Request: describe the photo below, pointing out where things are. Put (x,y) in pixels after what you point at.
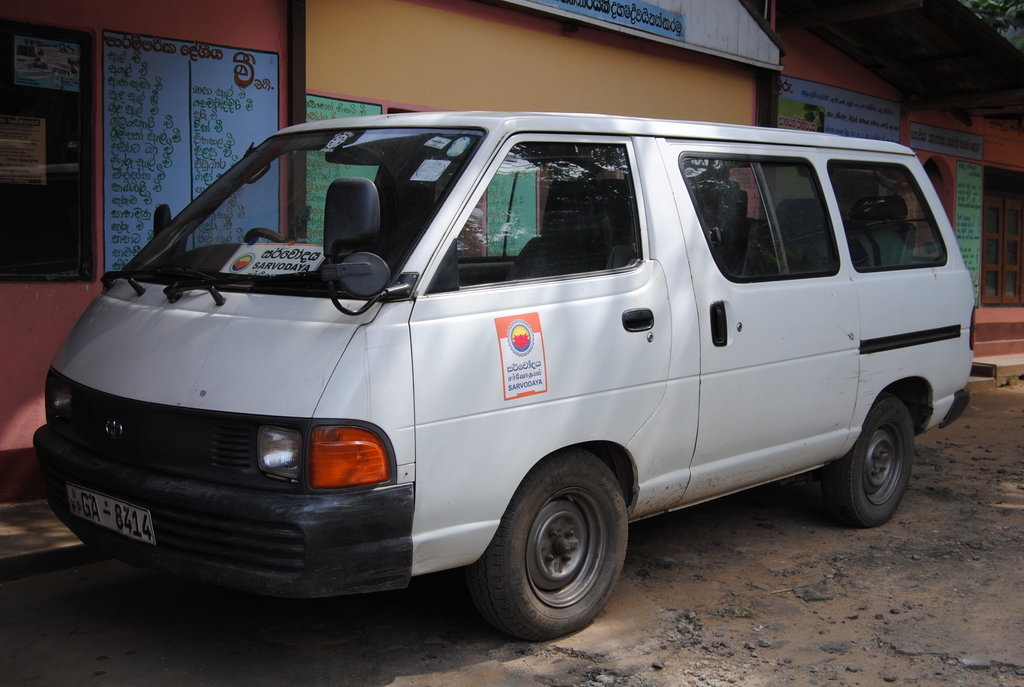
In the picture there is a vehicle (410,262), there are houses (905,33) present, there are walls (529,177), on the walls (326,38) there is some text (220,123).
